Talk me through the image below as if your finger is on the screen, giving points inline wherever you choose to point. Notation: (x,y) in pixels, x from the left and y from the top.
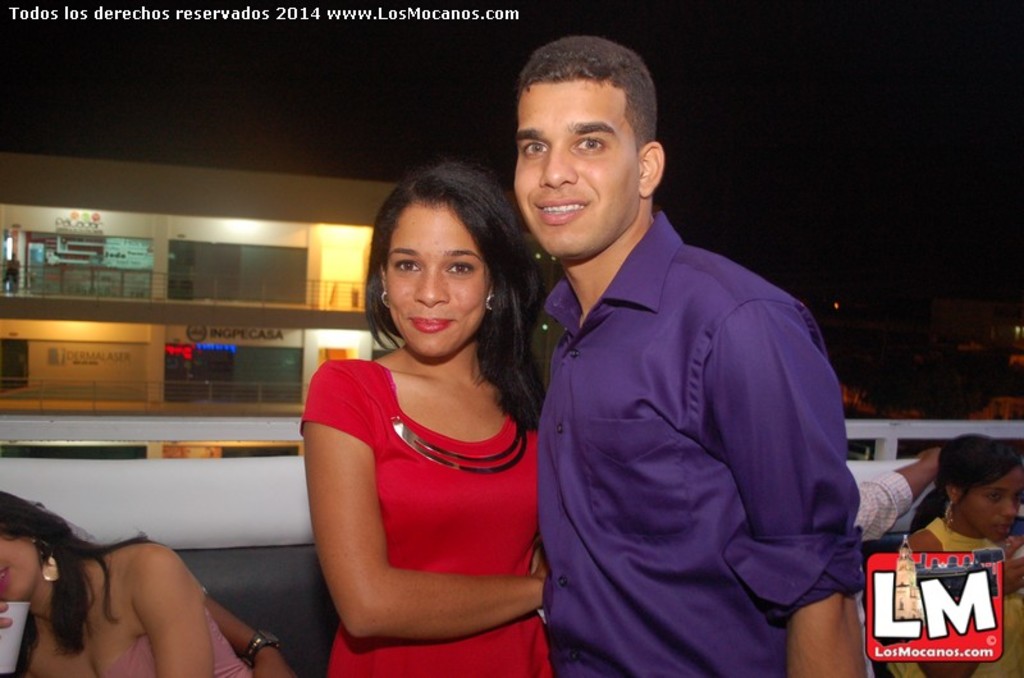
In this image there is a man (596,377) and women (489,500) are posing for a photograph, In the background (186,651) there are people (161,651) sitting on a sofa (295,676) and there is buildings (249,317), in the bottom right (931,592) there is a watermark (930,597), in the top left (108,13) there is a text (168,13).
